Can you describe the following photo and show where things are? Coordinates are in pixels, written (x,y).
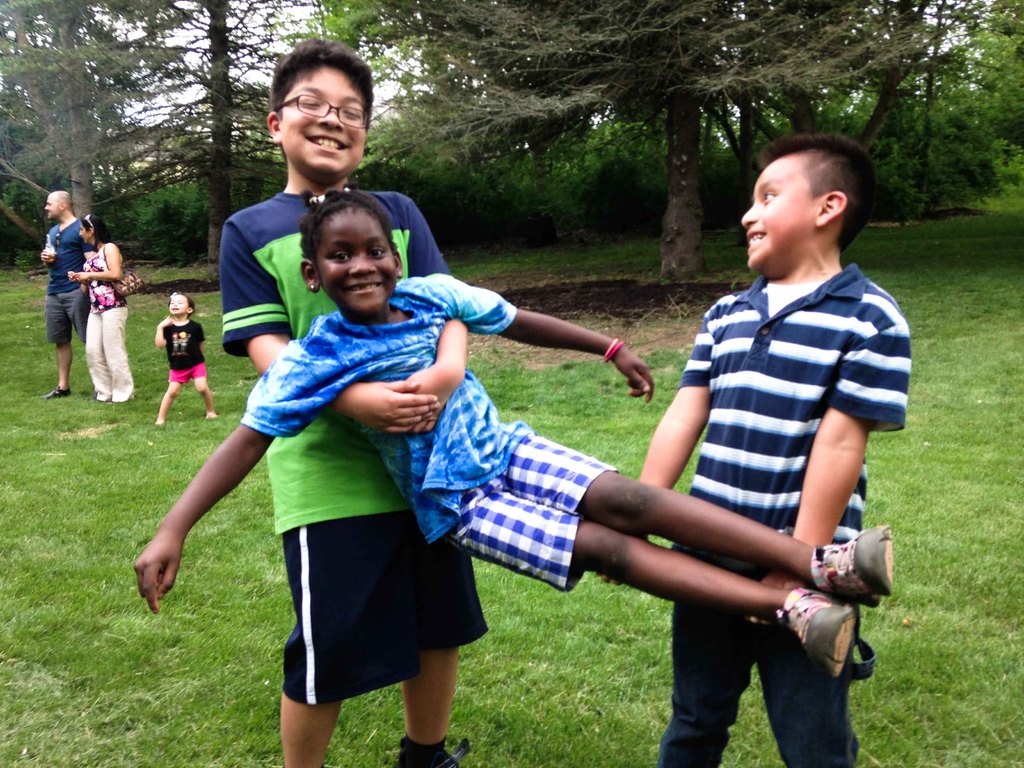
This picture is clicked outside. In the foreground (318,110) we can see the two kids (299,234) wearing t-shirts (776,325), smiling, standing and holding another kid (387,318). On the left (105,388) we can see the two persons (90,260) and a kid (185,353) standing on the ground (142,428). The ground (160,435) is covered with the green grass (575,382). In the background (401,41) we can see the sky (300,9), trees (526,65) and plants (391,187).
